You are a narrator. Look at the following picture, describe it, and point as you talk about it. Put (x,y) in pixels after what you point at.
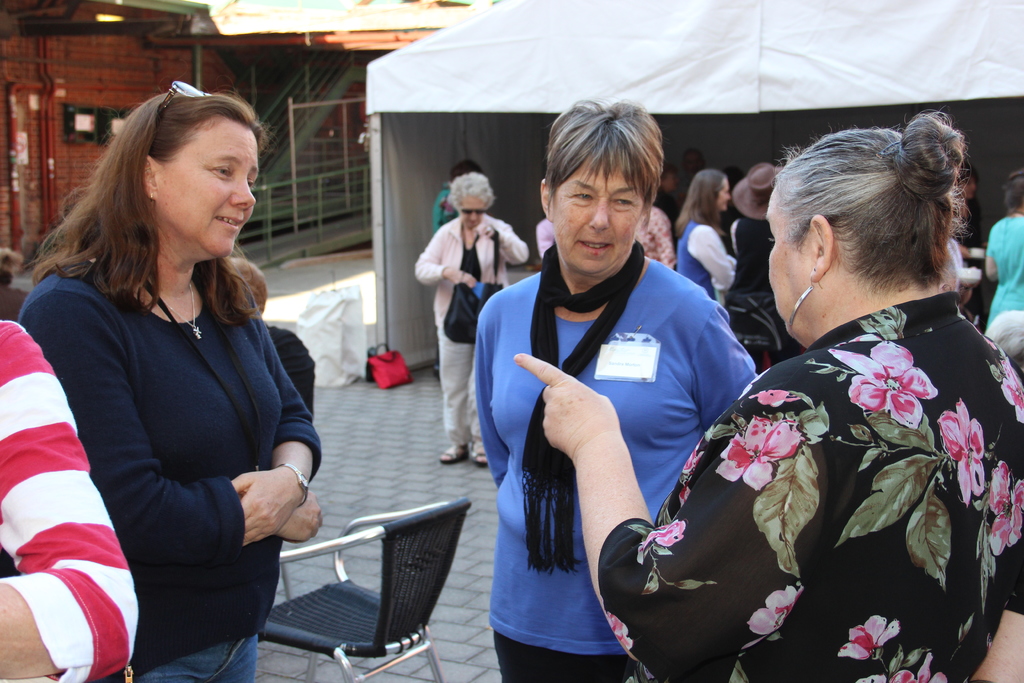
In this image I can see three persons (552,420) standing. the person (287,439) at left (199,437) wearing blue shirt (123,426), blue pant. The person (793,510) at right (772,505) wearing black dress (746,492), in front (635,410) the person (626,394) is wearing blue shirt (657,437). Background (501,241) I can see few persons (517,252) standing and white color tent (478,86).
